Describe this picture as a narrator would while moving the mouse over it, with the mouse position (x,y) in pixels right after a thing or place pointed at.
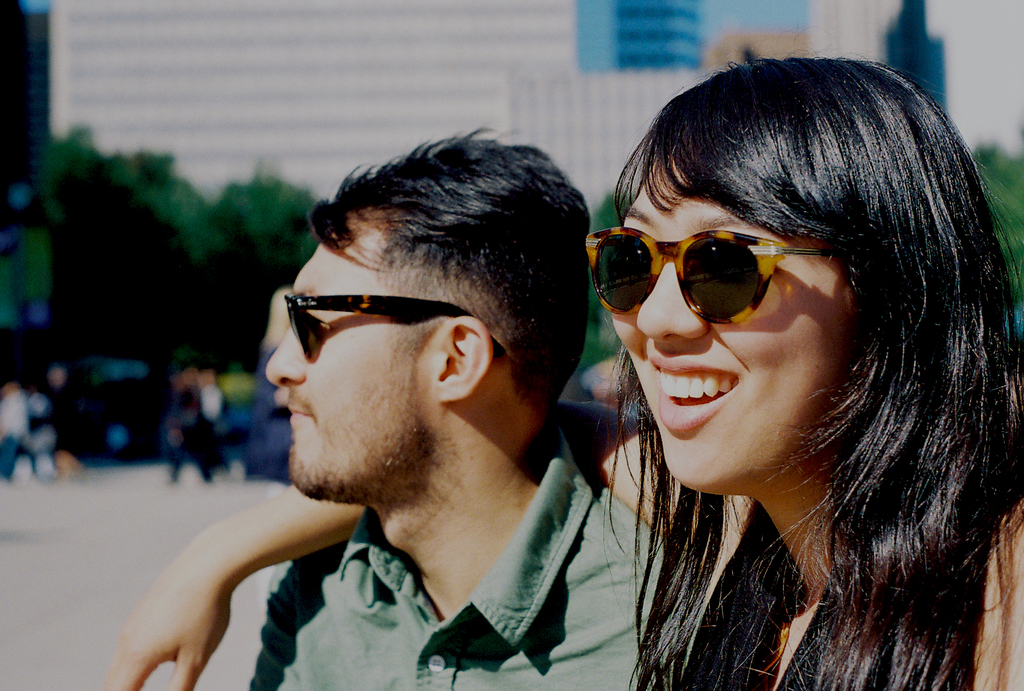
The woman (702,413) on the right side of the picture (702,456) who is wearing the goggles (735,320) is smiling. She is putting her hand (164,618) on the shoulders (346,628) of the man (342,647) who is wearing a green shirt (406,632). He is even wearing the goggles (310,310). In the background (183,455), we see people (26,433) are walking on the road (191,521). There are trees (254,258) and buildings (519,87) in the background (665,54). It is blurred in the background (91,502).
